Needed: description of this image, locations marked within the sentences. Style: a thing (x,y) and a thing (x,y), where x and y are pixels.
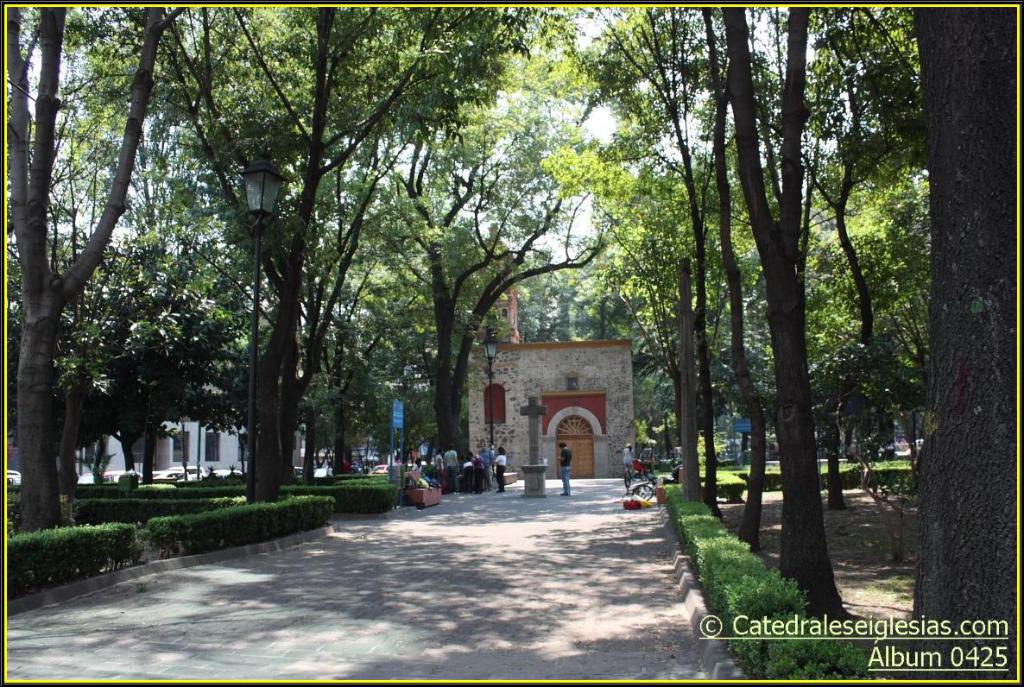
At the bottom of the image (496,523) there is a road (456,510). There are few people (470,471) standing on the road (464,493). And also there is a pedestal (537,466) with a cross (528,414). Behind that there is a wall (625,412) with doors (573,420) and roofs (572,346). And in the image there are trees (176,354) and also there are boards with text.
